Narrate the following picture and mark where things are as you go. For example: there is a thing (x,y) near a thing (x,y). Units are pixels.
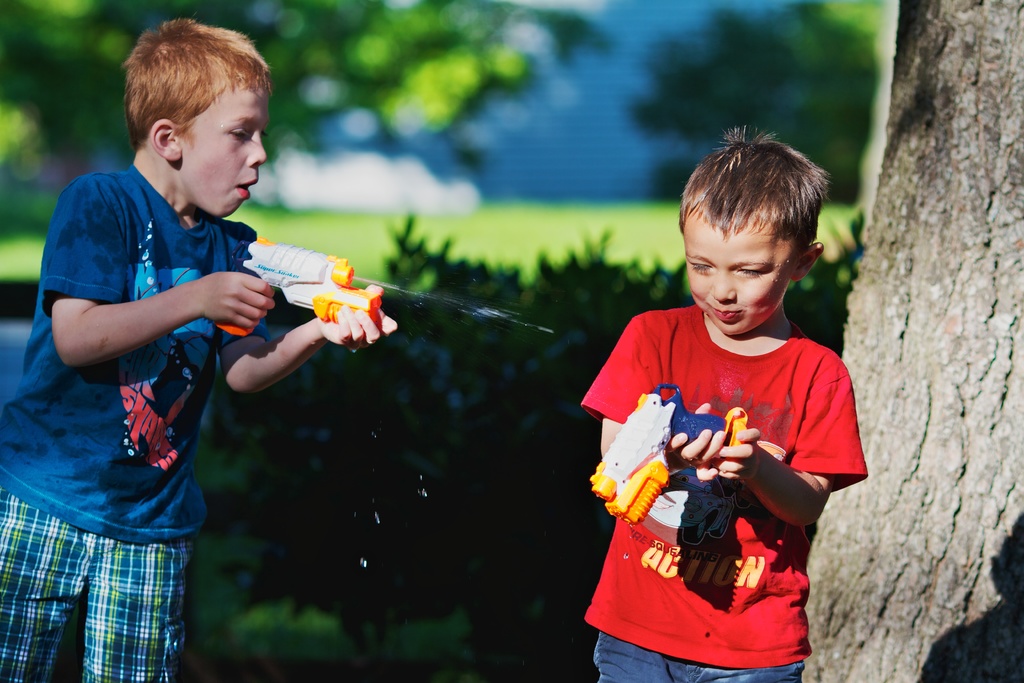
In this image we can see boys (679,453) standing on the ground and holding toys (336,290) in their hands (749,436). In the background (615,286) there are trees (891,157) and bushes (803,324).
